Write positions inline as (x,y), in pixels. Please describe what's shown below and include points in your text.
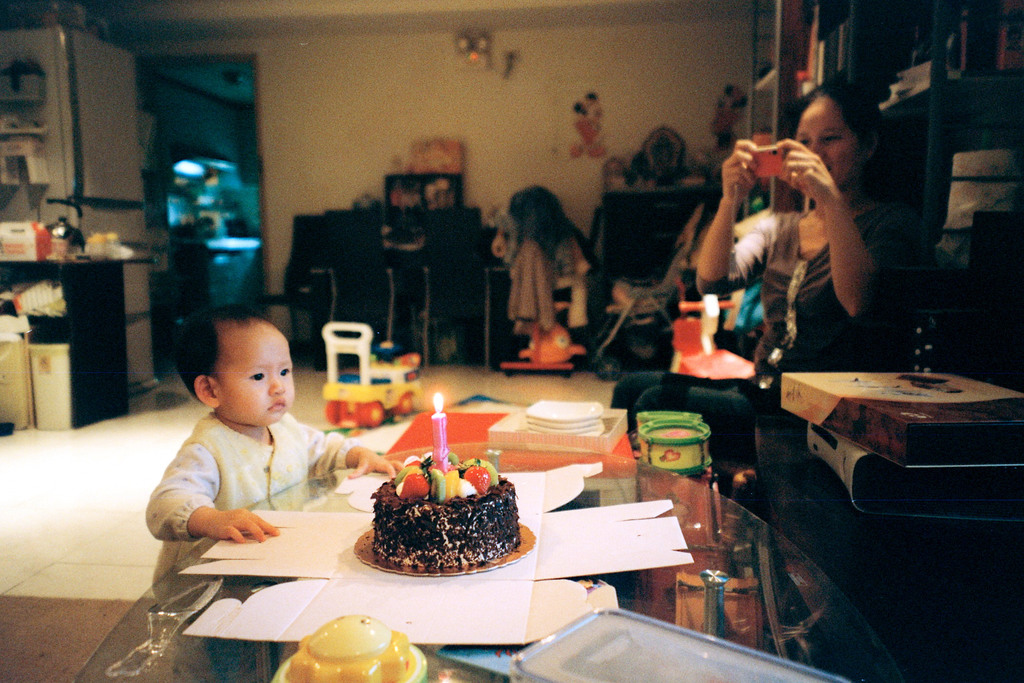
In this image i can see a woman (820,195) sitting and holding a phone (779,159) in front of a woman (751,152) there is a kid (246,437), a cake (424,494) on a table (482,654) at the back ground (90,294) i can see a cup board (442,209) and a wall (431,139).
